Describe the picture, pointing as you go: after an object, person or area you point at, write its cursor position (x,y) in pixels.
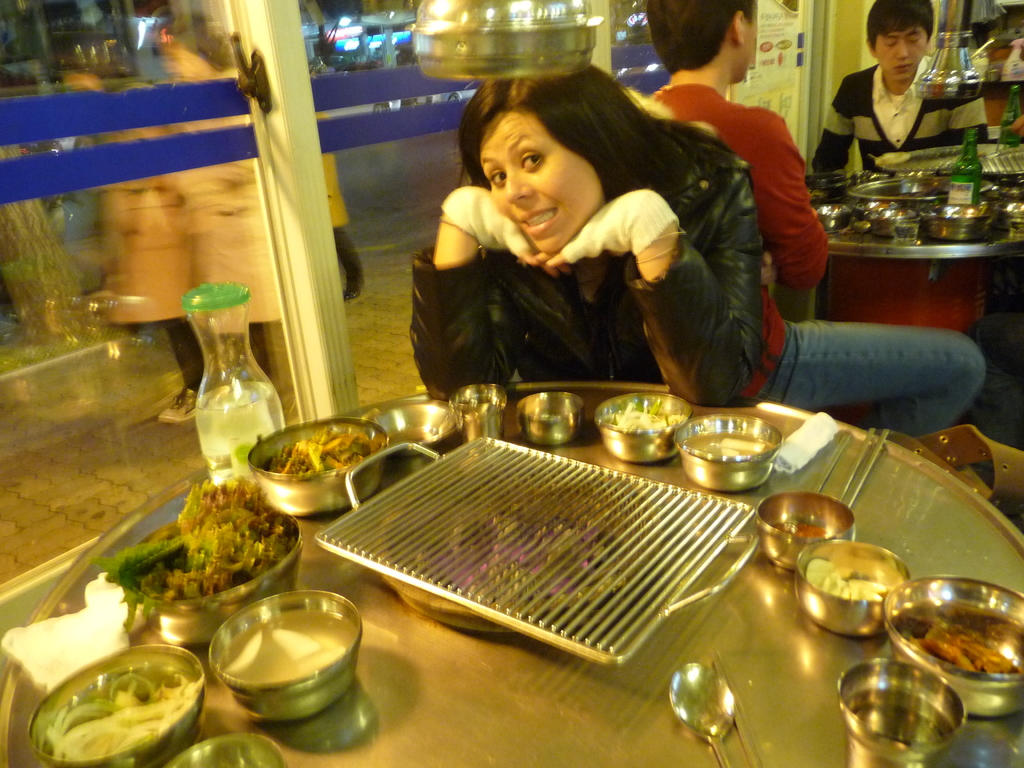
In this image we can see group of persons (886,139) sitting in front of tables (661,470). On the table (689,650) we can see a grill (549,592), group of bowls (181,696) with food (866,586), spoons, tissue paper (797,455), a bottle (232,428) with liquid (225,416). In the background (91,287), we can see a window (205,207), a group of persons (254,205) standing, some lights (343,47) and a poster (773,54) with some text (778,16) on it.
